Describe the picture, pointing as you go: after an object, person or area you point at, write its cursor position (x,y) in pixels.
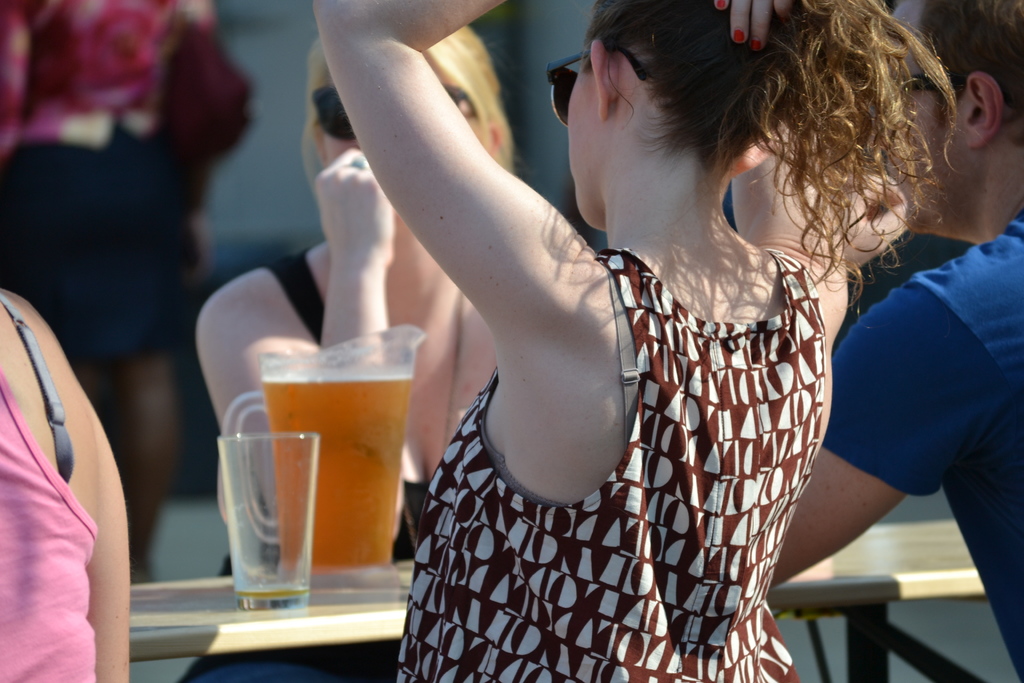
In this picture we can see a group of people (968,396) where some are sitting and some are standing and in front of them on the table (166,647) we can see a glass (236,537) and a jug (320,487) with drink (335,495).
